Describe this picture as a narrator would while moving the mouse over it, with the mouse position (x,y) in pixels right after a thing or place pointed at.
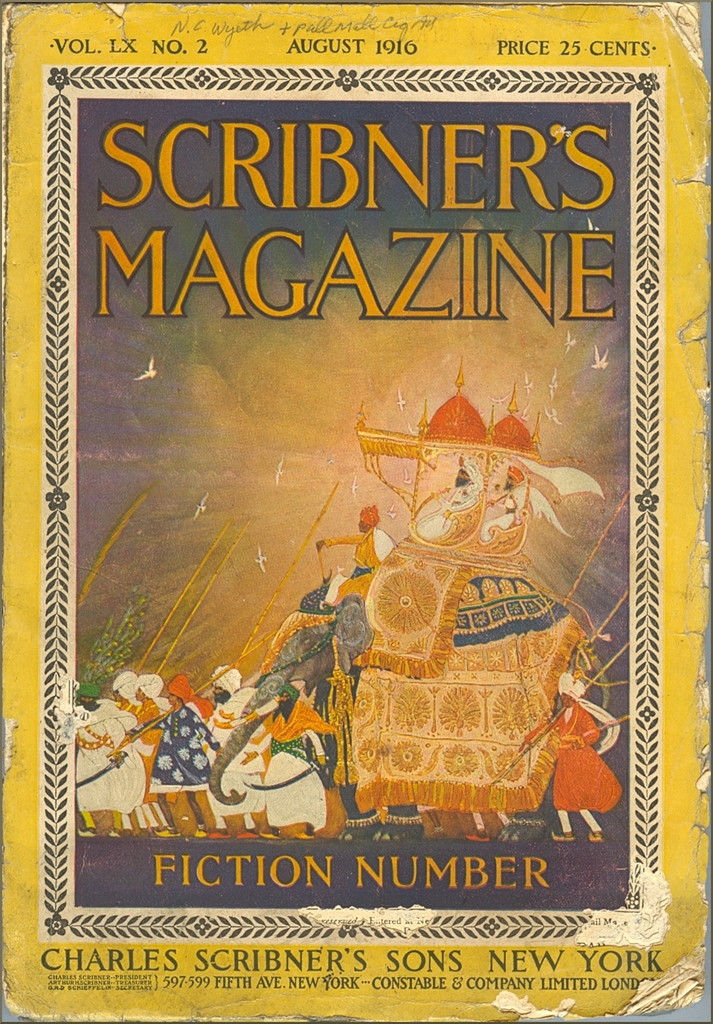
In this picture we can see cover page (349,596) of a book (384,673).
